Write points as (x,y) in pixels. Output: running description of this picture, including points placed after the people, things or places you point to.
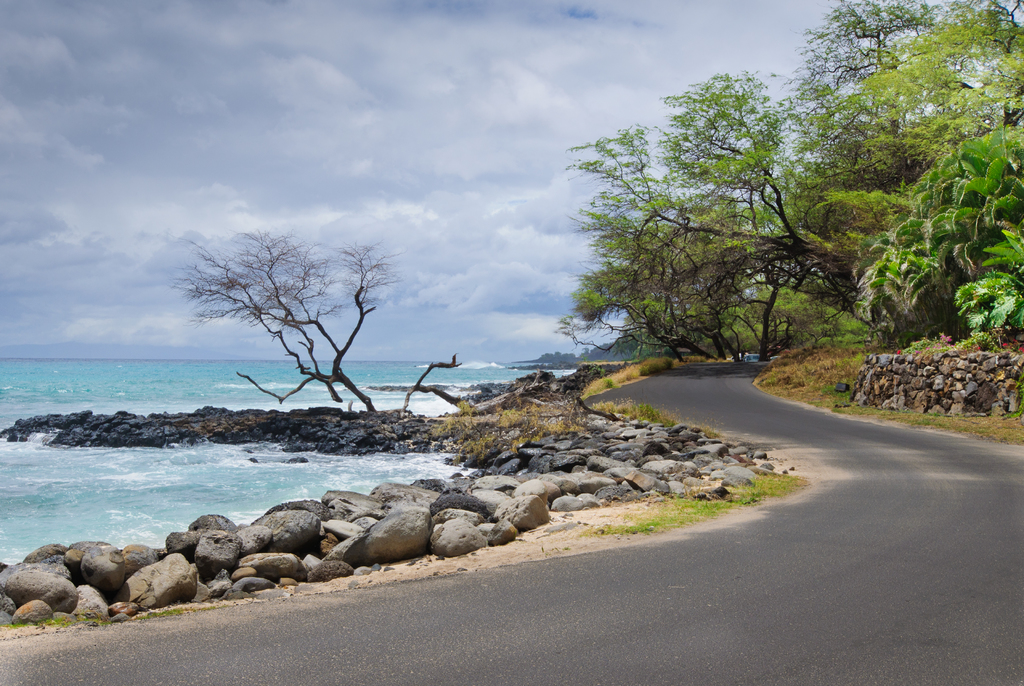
In this picture I can see the road (562,566). I can see the rocks (484,500) on the left side (283,438). I can see trees (640,259) on the right side (792,241). I can see clouds (361,196) in the sky (325,151). I can see water (220,479).
